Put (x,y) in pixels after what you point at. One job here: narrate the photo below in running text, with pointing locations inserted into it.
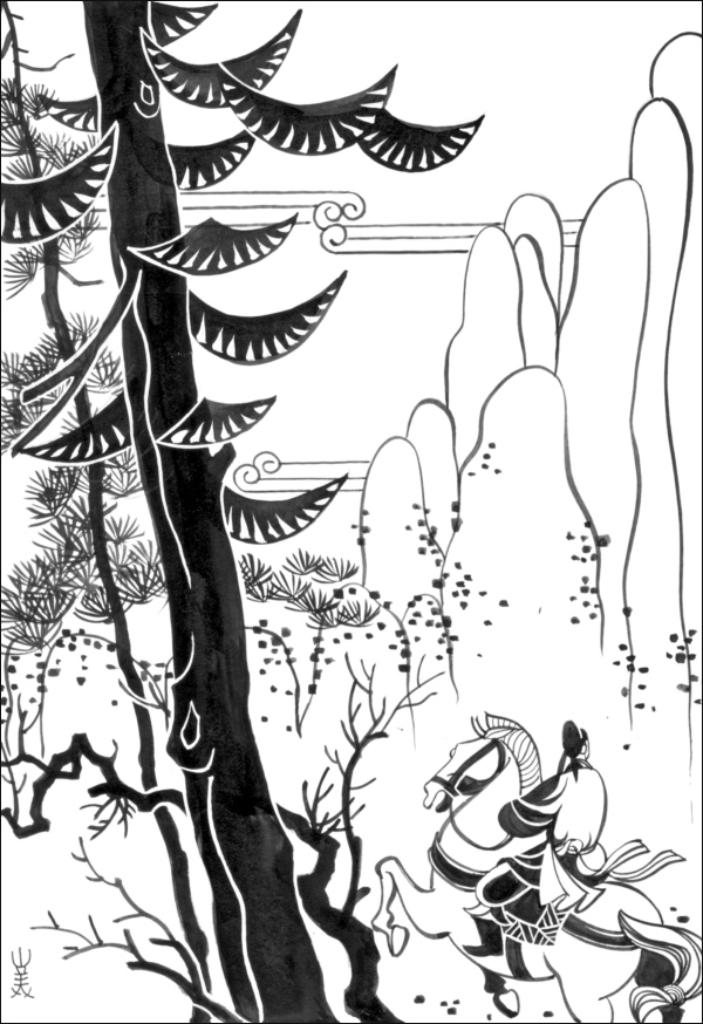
In the image we can see a drawing (376,60). In the drawing (200,53) we can see some trees (189,81). In the bottom right corner of the image (556,787) a person (564,817) is riding a horse (494,733).
